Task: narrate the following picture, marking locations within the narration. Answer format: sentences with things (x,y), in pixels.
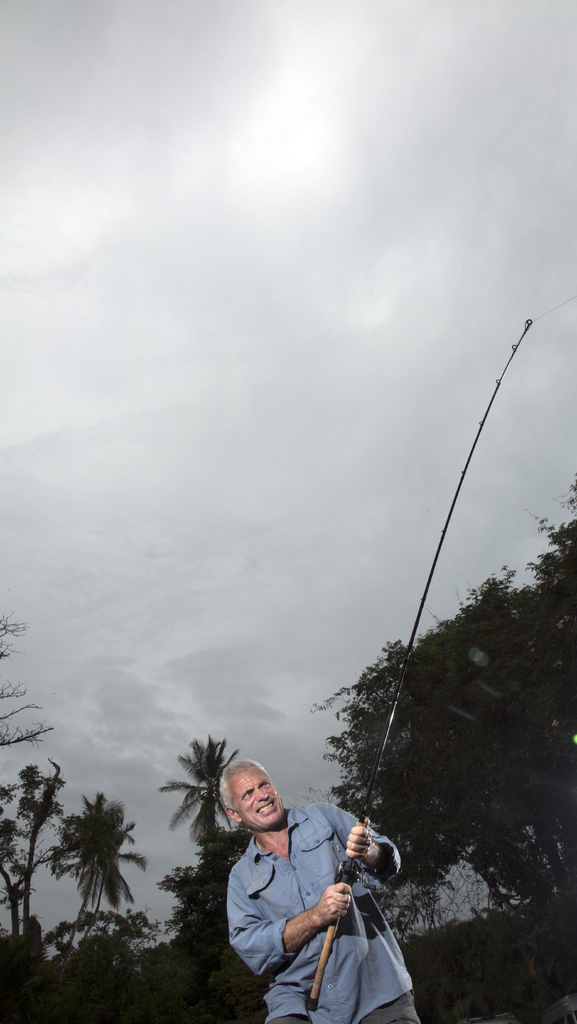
In the image we can see a man (287,865) standing, wearing clothes (317,889) and holding a fishing rod (366,806) in hands (349,891). Here we can see trees (502,826) and a cloudy sky (224,518).
